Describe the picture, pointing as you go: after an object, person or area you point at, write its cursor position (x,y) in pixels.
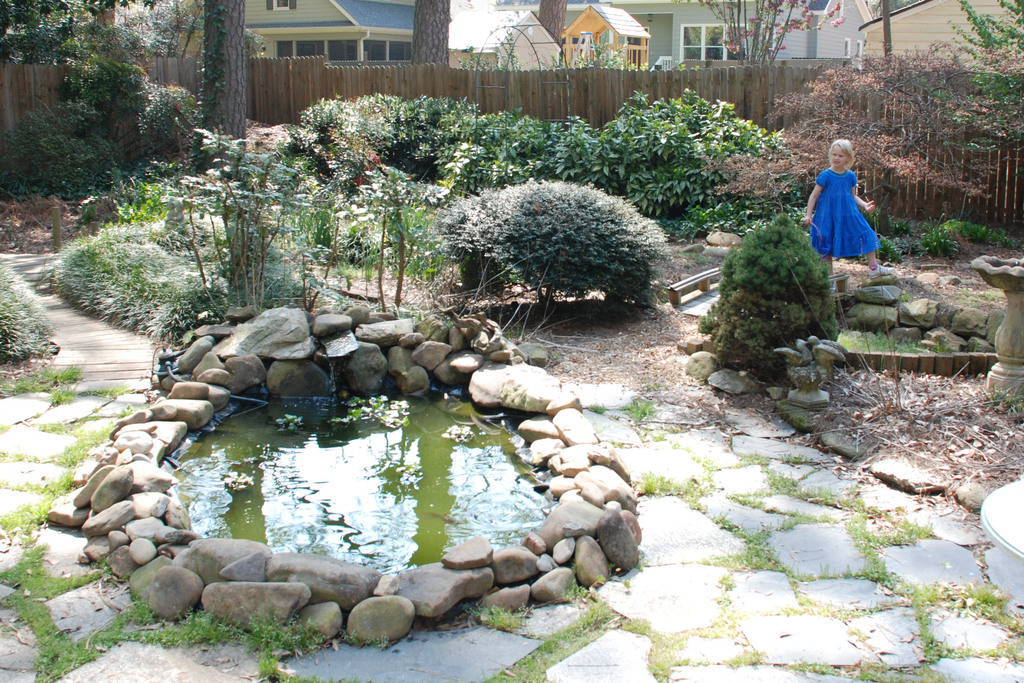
In this image we can see a girl (861,206), water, rocks (519,375), pedestal (993,381), grass (998,395), plants (382,200), fence (943,191), and trees (169,41). In the background (473,50) there are houses (985,10).
